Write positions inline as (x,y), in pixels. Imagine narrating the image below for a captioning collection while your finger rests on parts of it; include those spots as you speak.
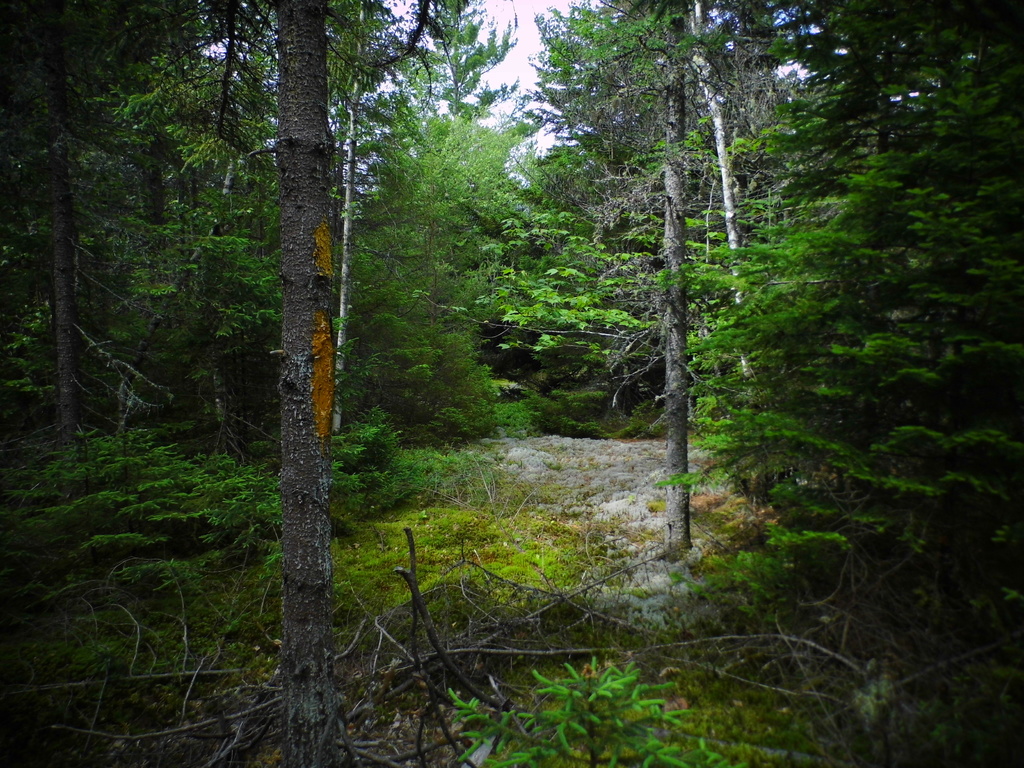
In this image there are trees (902,341), plants (349,483) and grass (370,544) on the ground (440,530). In the center (583,486) there is a path (595,460). At the top (531,52) there is the sky (506,63). At the bottom (171,683) there are dried stems (240,726) on the ground (692,657).
